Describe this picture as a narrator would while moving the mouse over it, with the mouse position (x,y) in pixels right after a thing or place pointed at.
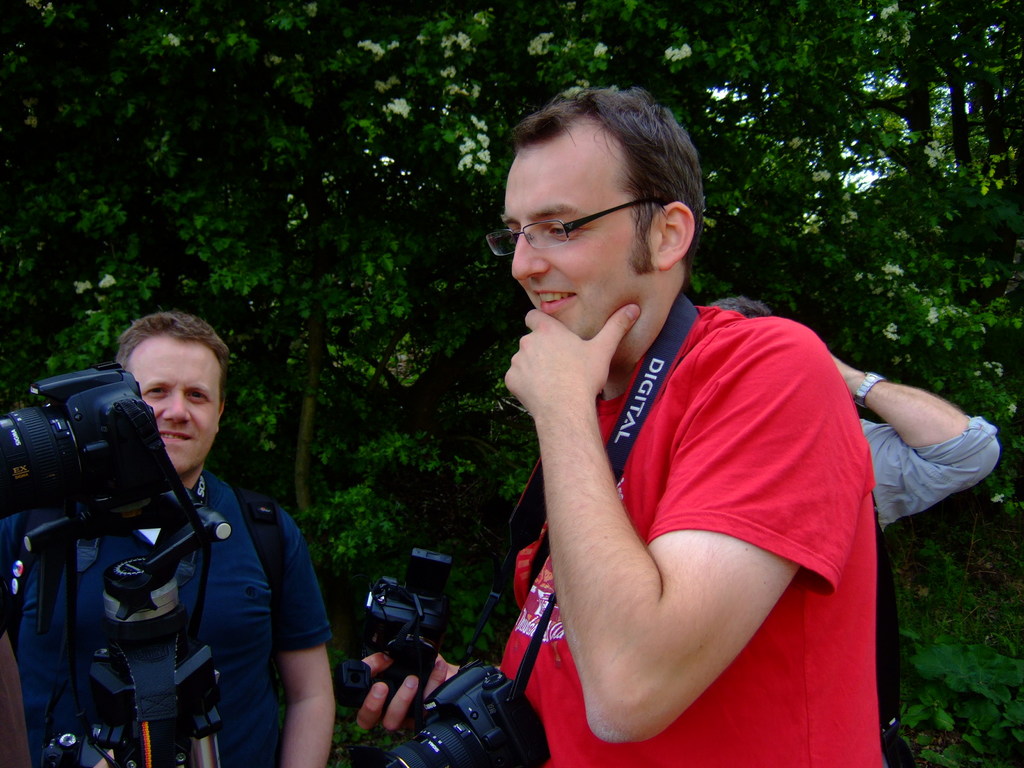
In this image i can see a man (698,530) wearing a red shirt (716,455) and he also wearing a glasses (570,231), he is holding camera (412,603) in his hand (413,694) and to the left corner (180,319) i can see another man (282,661) who is wearing a blue shirt (252,550) and in the background (266,460) i can see trees (382,153).
